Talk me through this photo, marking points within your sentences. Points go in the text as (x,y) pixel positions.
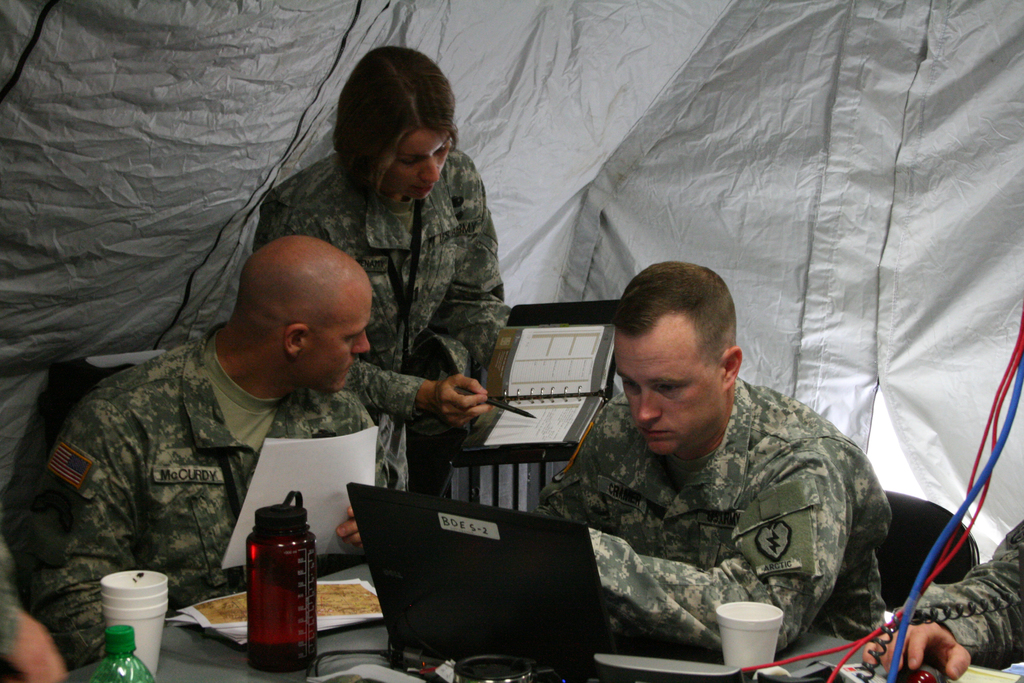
In this picture we can see a laptop (479,601), cups (148,642) and some objects (692,662) on the table (319,667). We can see wires (979,612) and the hand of a person (1008,569). There are two people (844,585) sitting. We can see a woman (388,255) standing and holding objects (543,453) in her hands (463,382). There are other objects (531,343).
